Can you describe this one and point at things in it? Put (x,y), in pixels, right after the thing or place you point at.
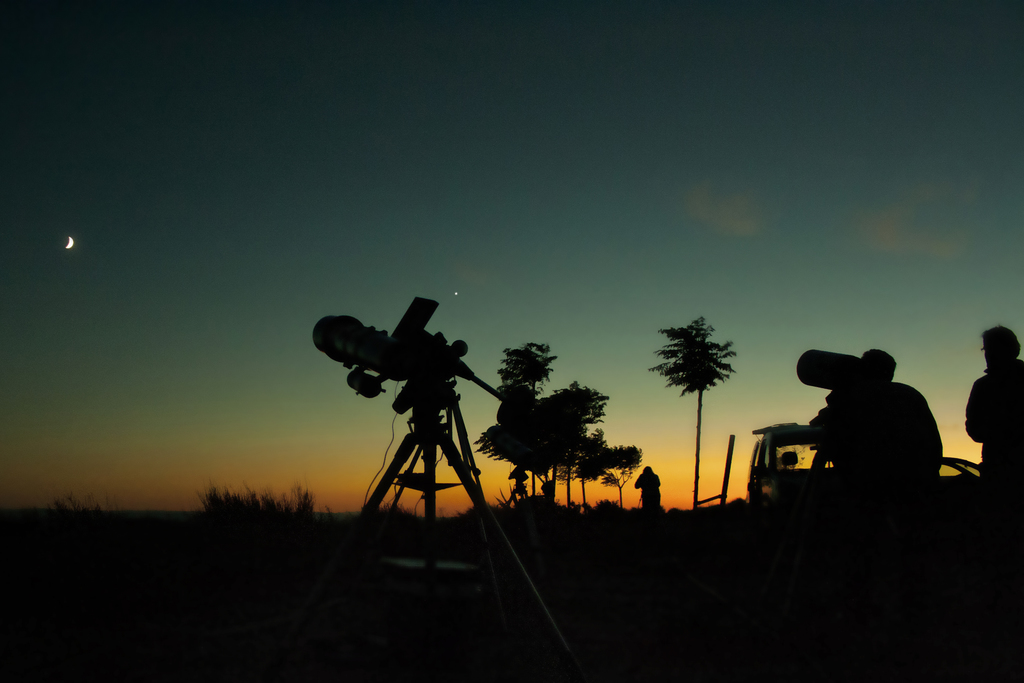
Here we can see three persons (1012,552). There are trees (539,467), stand (489,524), vehicle (767,432), and a device (353,336). In the background (449,294) we can see sky (458,83).
